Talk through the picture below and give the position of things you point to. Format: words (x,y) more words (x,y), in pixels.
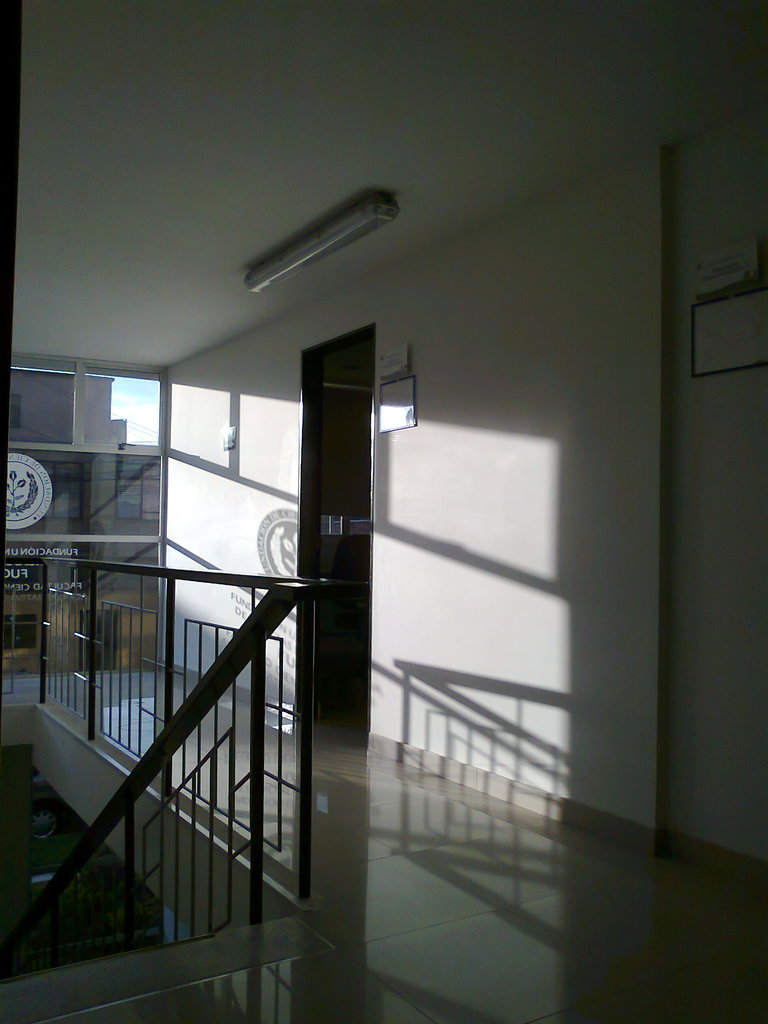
In this image in front (290,596) there is a staircase railing (303,591). On the center of the image (352,505) there is a door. There is a glass window (95,497) through which we can see the buildings (103,466). There is a wall (503,298). On top of the image (253,281) there is light (321,237). At the bottom of the image (532,890) there is a floor (551,886).
